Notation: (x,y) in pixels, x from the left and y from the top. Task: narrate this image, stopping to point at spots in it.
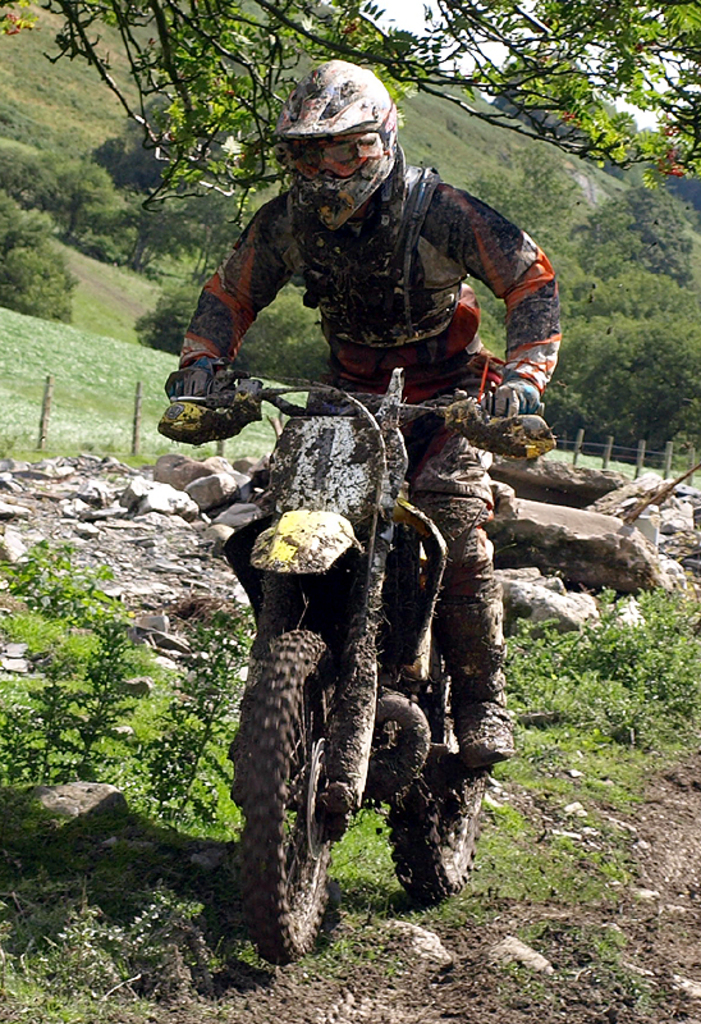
In the image there is a person (355,315) in jersey (520,310) riding a bike (363,611), behind him there are trees (642,307) all over the place.
